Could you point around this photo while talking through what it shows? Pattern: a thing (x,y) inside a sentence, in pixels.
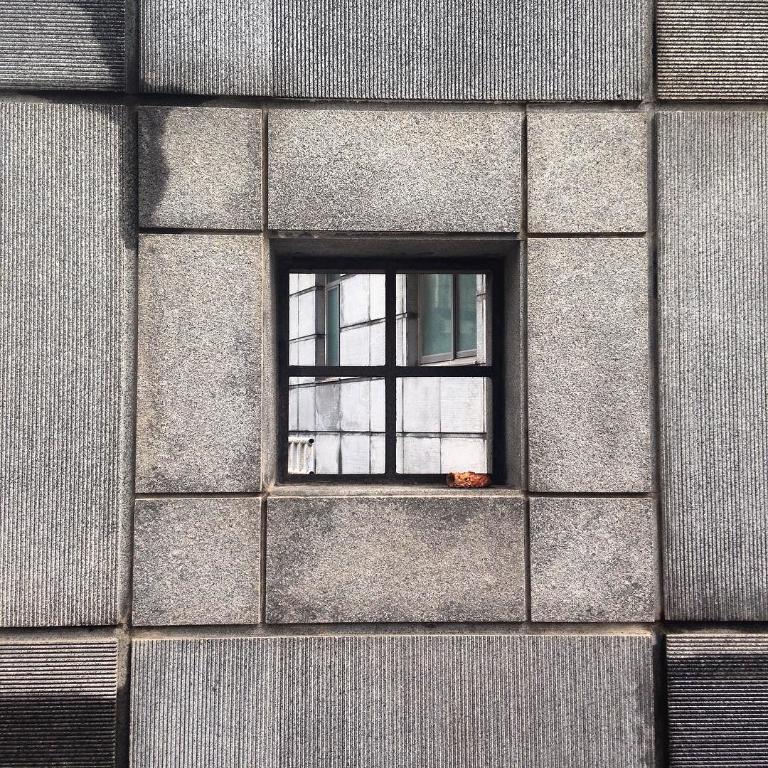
In this image we can see a wall (437,685) with windows (404,454). Through the glass windows (383,373) we can see another wall (397,390) with windows (429,337).
